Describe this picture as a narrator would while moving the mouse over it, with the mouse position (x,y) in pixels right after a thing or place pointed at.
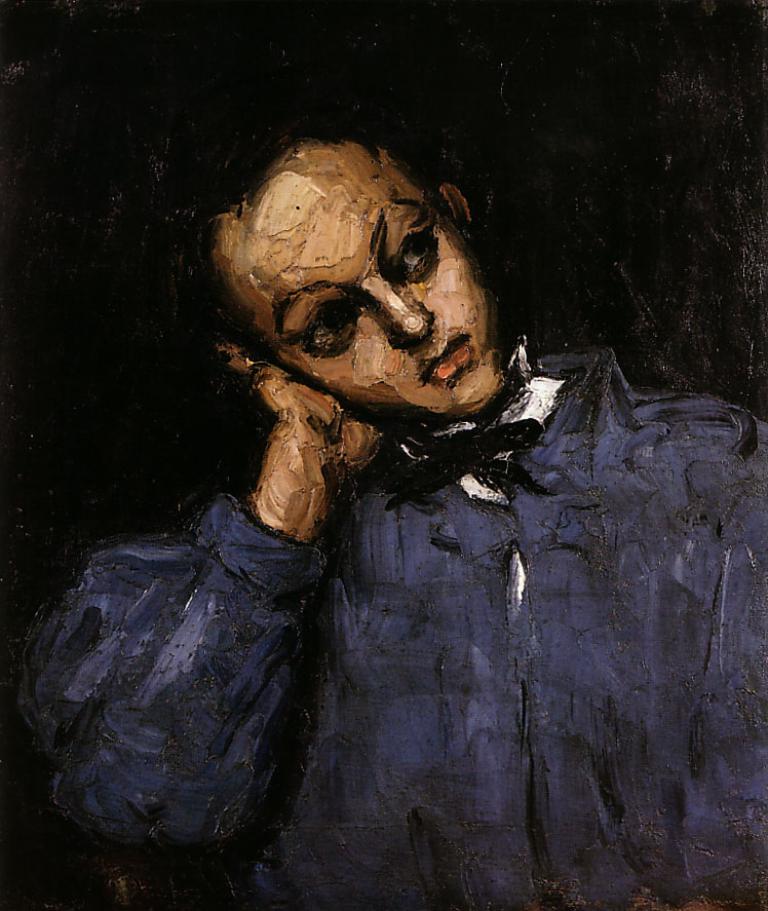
This is the painting. Here is a person (544,585) with the blue shirt (500,602). The background (617,219) is black in color.
